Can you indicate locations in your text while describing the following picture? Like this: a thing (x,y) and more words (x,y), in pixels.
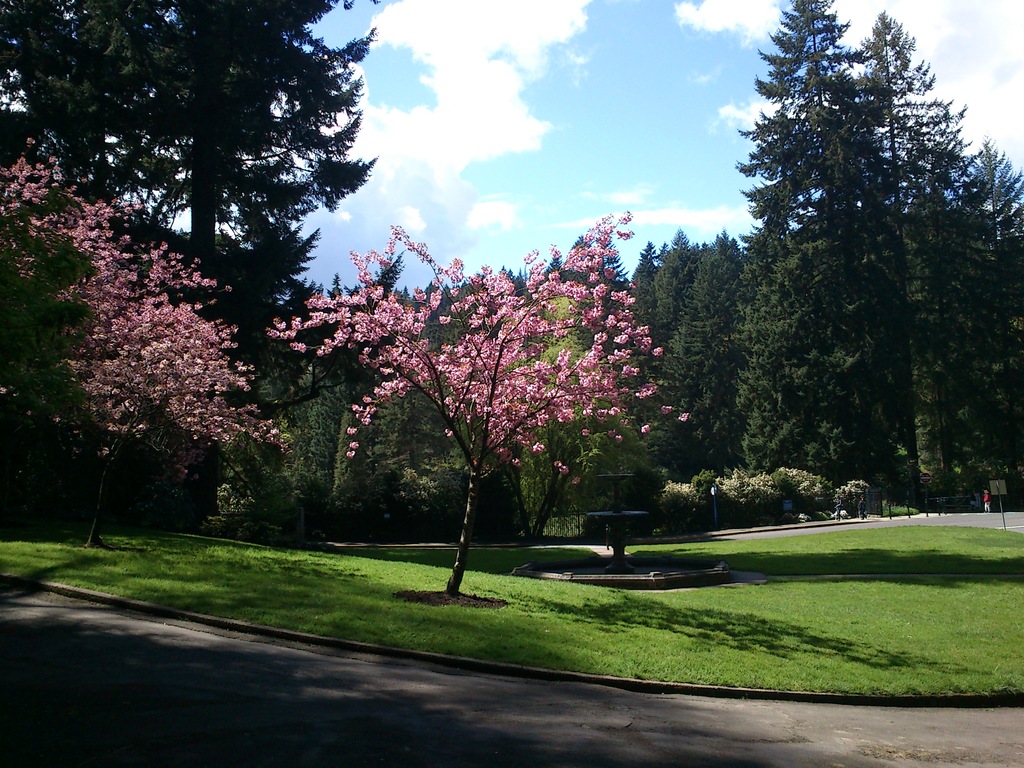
In this picture, we can see road (478,719), ground (622,608) with grass (731,604), and we can see trees (729,329), poles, and the sky (546,39) with clouds (546,39).
